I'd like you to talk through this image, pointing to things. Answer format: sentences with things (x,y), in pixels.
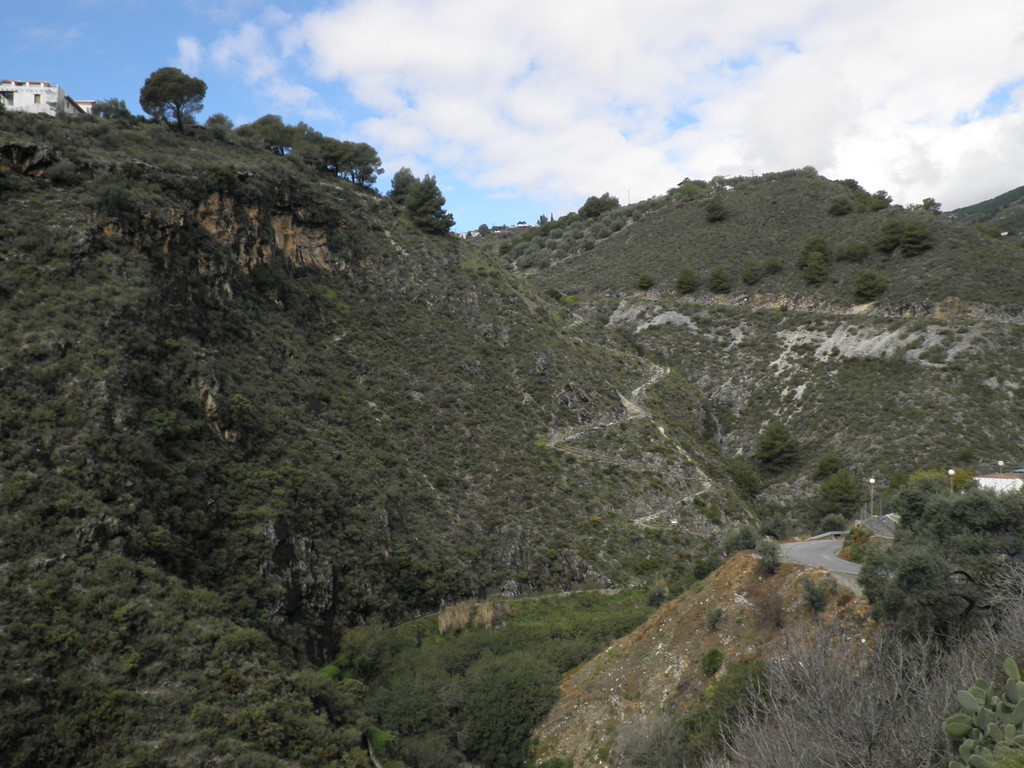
in the given image i can see mountains (756,249) which is filled with trees (134,274) and also i can see a road (826,540) which includes three street lights (873,499), street poles (870,483) including lights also i can see route (808,543).
